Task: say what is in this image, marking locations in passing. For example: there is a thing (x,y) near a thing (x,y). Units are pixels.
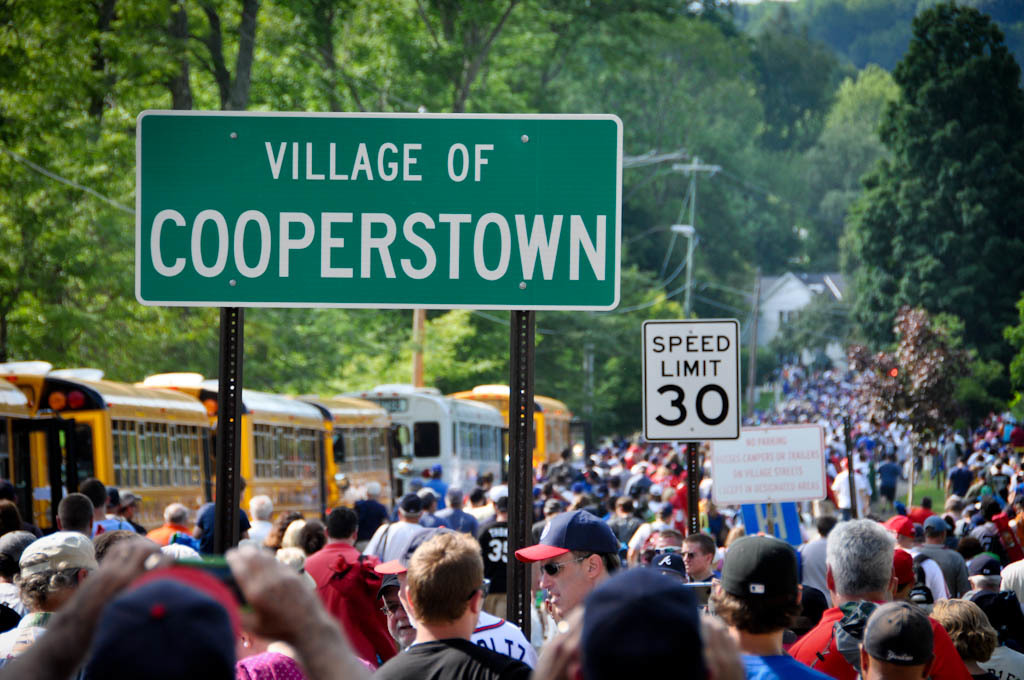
In the image there is huge crowd (546,615) and in between them there are some caution boards (715,402) and on the left side (79,418) there are some buses (376,421) and around the crowd (507,507) there are many trees (721,80).
